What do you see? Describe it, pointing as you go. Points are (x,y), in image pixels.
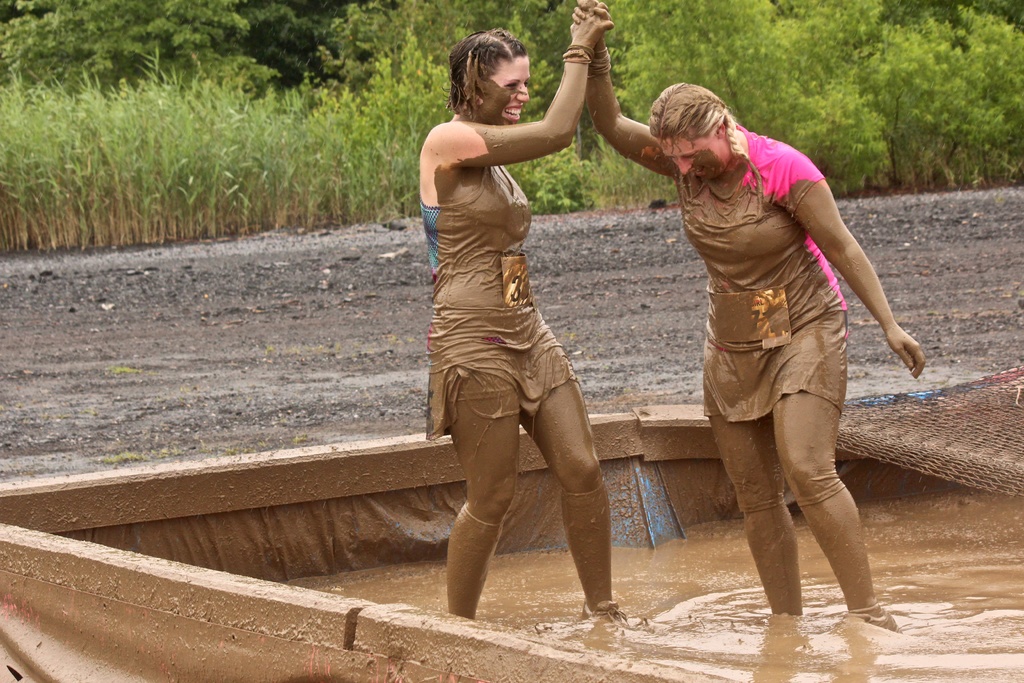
This picture shows couple of woman (490,252) standing in the mud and they are holding hands (586,14) and we see trees (539,53), plants (287,138) and we see smile on their faces (509,115).
